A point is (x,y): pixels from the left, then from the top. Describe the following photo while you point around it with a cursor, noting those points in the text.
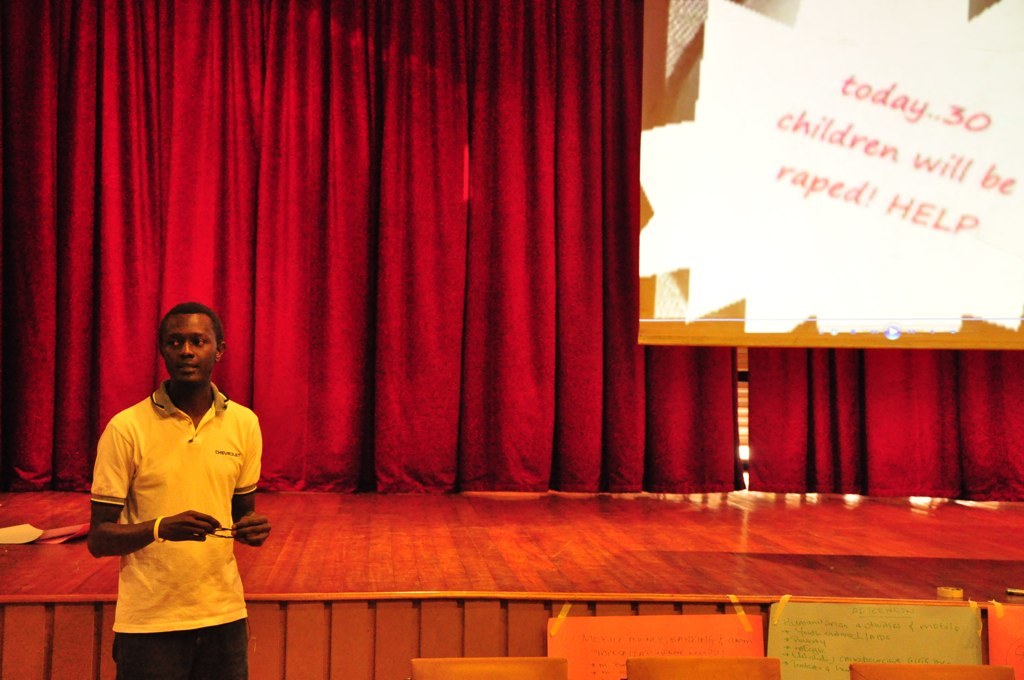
On the left side of the image (138,548) we can see a man (147,571) standing. There are boards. In the background (762,292) we can see a screen (824,313) and there are curtains (552,333).
